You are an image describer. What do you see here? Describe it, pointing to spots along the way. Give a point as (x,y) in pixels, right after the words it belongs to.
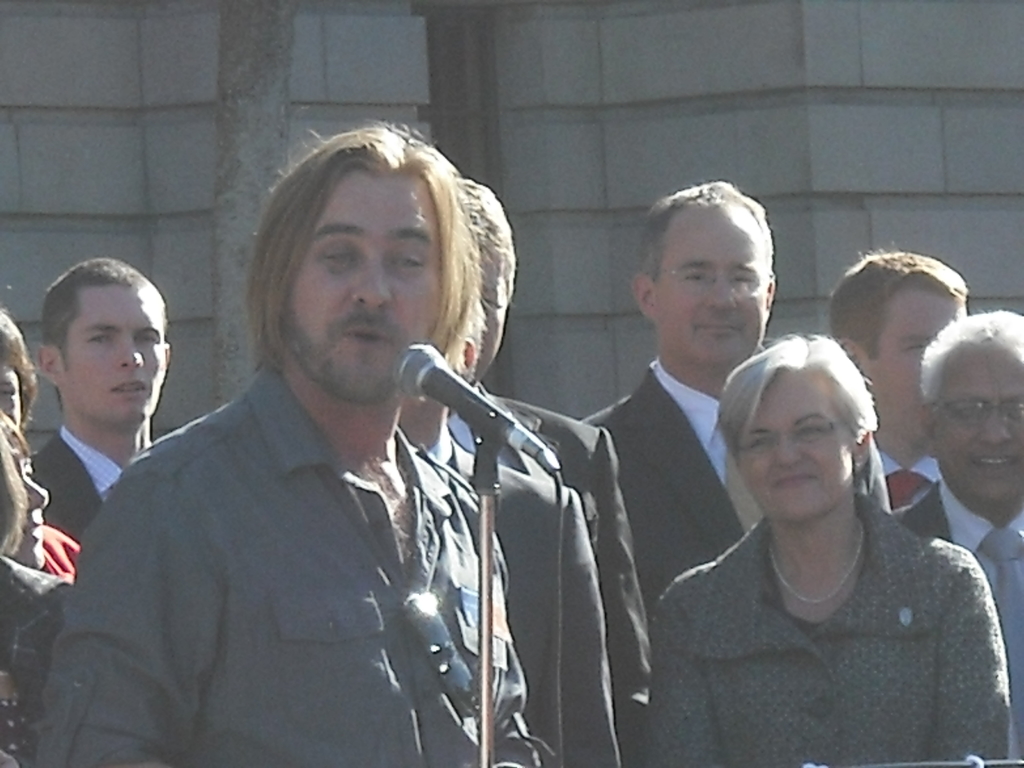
In the picture we can see a man (473,593) standing and talking in the microphone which is to the stand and behind him we can see few people (719,315) are also standing and looking at him and in the background (80,56) we can see the wall (80,56).
